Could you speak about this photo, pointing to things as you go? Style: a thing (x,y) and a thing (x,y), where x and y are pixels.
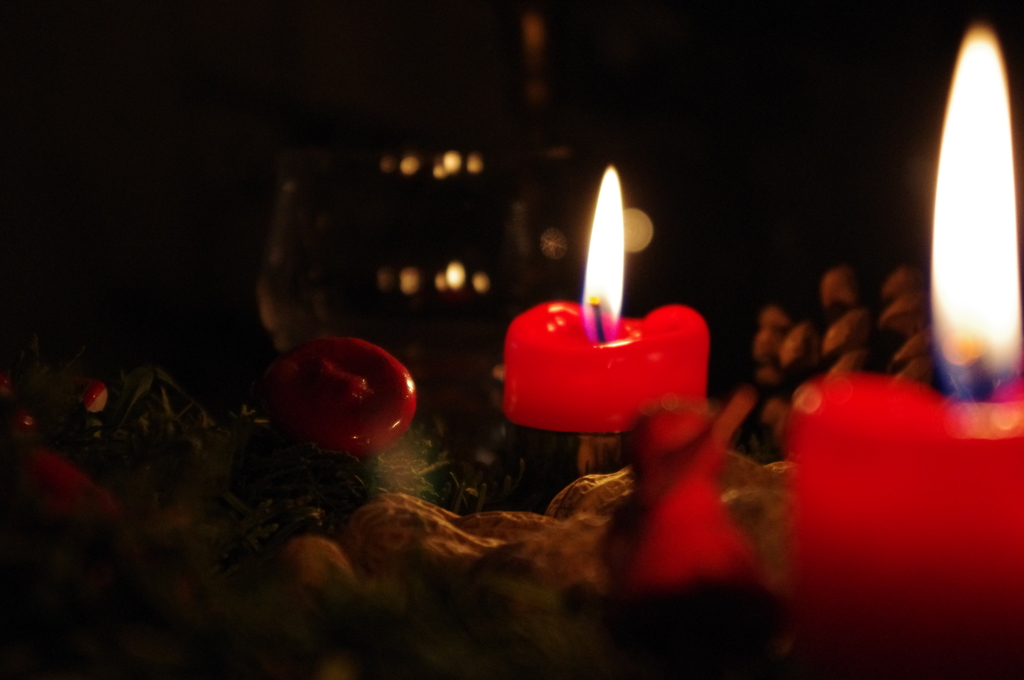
In this image we can see red color candles (508,354) are burning.
